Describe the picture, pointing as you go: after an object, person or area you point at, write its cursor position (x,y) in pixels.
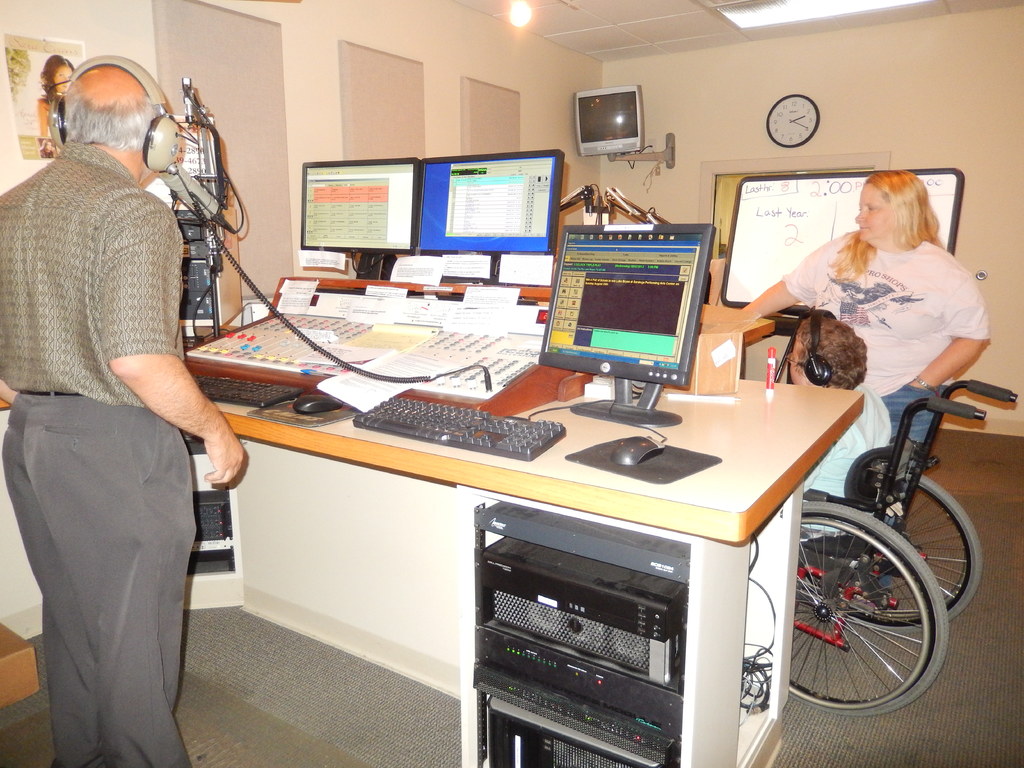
In this image I can see a man (139,373) and a woman (882,307) standing, I can see a table (713,440) on which there are 3 monitors (500,248), a keyboard (462,426) and few other electronic instruments (445,361). In the background (640,109) i can see a television screen (640,109), the wall (701,108), a clock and a light (525,7).
